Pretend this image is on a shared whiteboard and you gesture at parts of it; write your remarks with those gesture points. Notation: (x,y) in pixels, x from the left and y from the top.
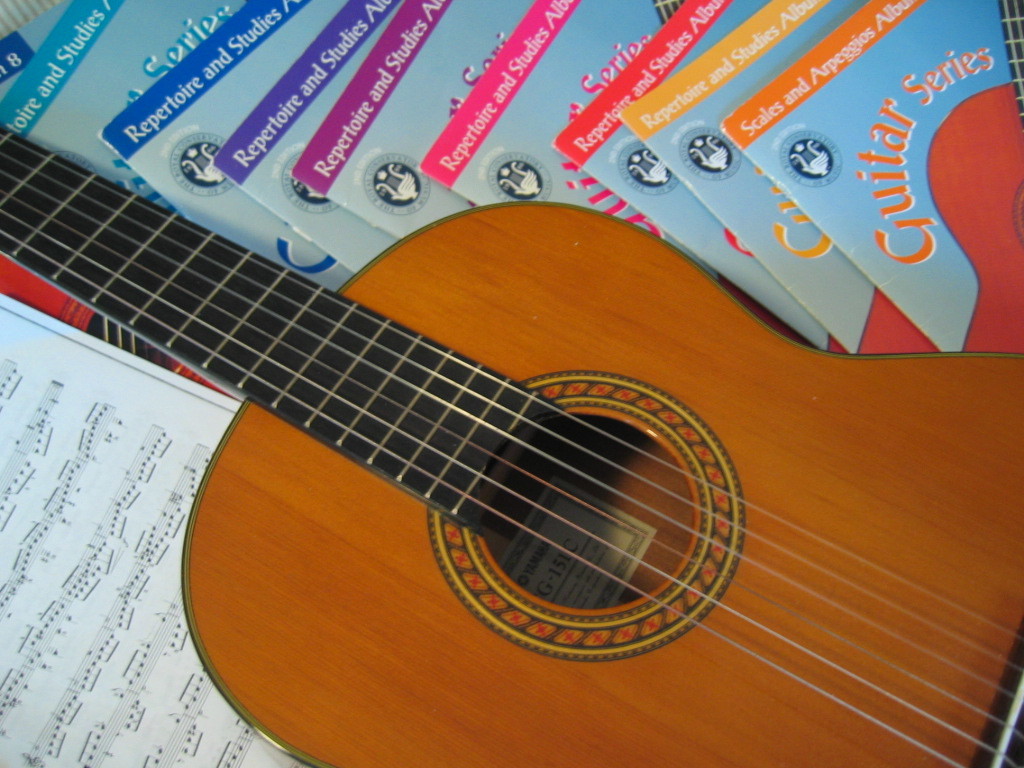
This picture shows a guitar (300,535) and few books (212,15) on the table (25,2).
